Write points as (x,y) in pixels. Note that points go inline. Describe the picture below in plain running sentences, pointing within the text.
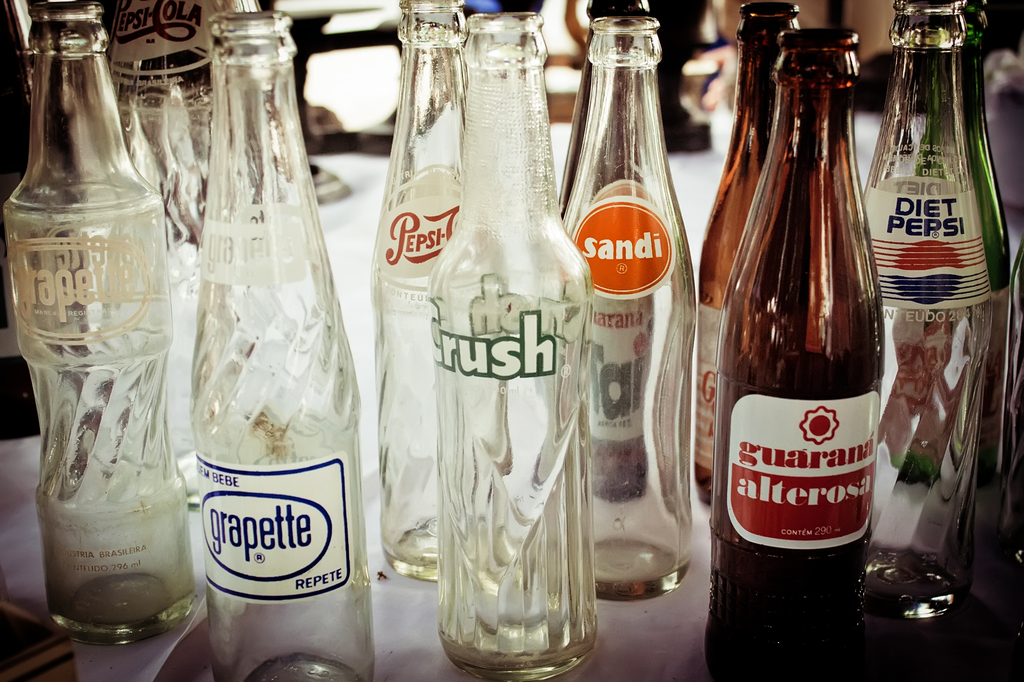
There are many bottles (459,321) on the table (674,610). On bottles (749,426) there are labels (473,347).
